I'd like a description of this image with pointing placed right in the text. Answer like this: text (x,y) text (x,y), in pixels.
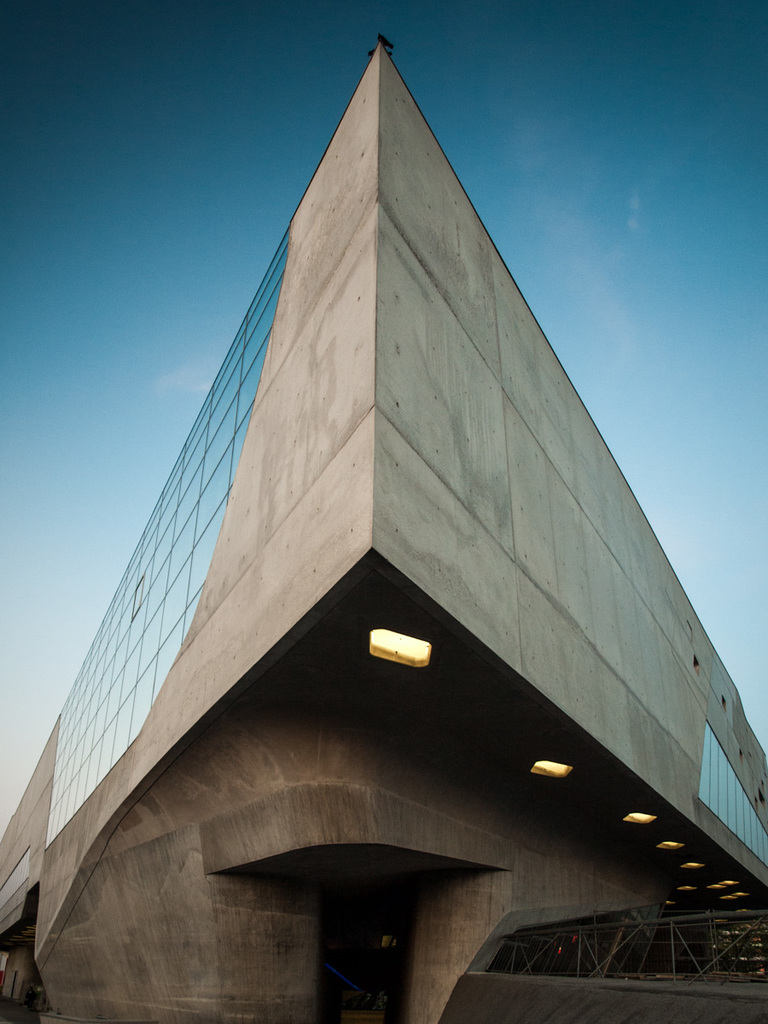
In this picture we can see a building (235,555). There is a glass (119,611) and a few lights (415,656) on the building (440,948).
